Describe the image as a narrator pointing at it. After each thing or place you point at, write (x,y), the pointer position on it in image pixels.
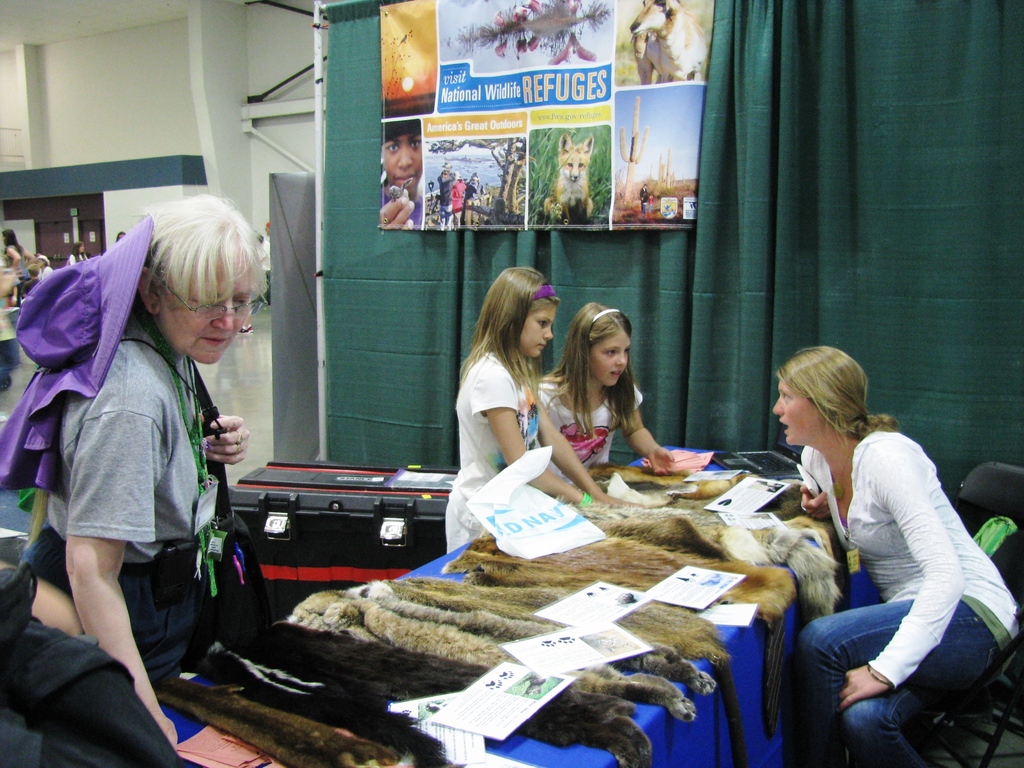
In this image there are a few people (130,418) sitting and standing, in between them there is a table (479,545), on the table (431,624) there is like a skin (655,622) of a few animals (751,572) and some papers (486,687) with some text (503,699) and images (523,684) on it, beside the table (598,750) there is a box (361,510), behind the box (367,526) there is a curtain (547,238) and a banner (492,107) with some images (488,163) and text (486,132) on it. On the left side of the image (10,274) there are a few people (26,278). In the background (108,102) there is a wall (182,111).
